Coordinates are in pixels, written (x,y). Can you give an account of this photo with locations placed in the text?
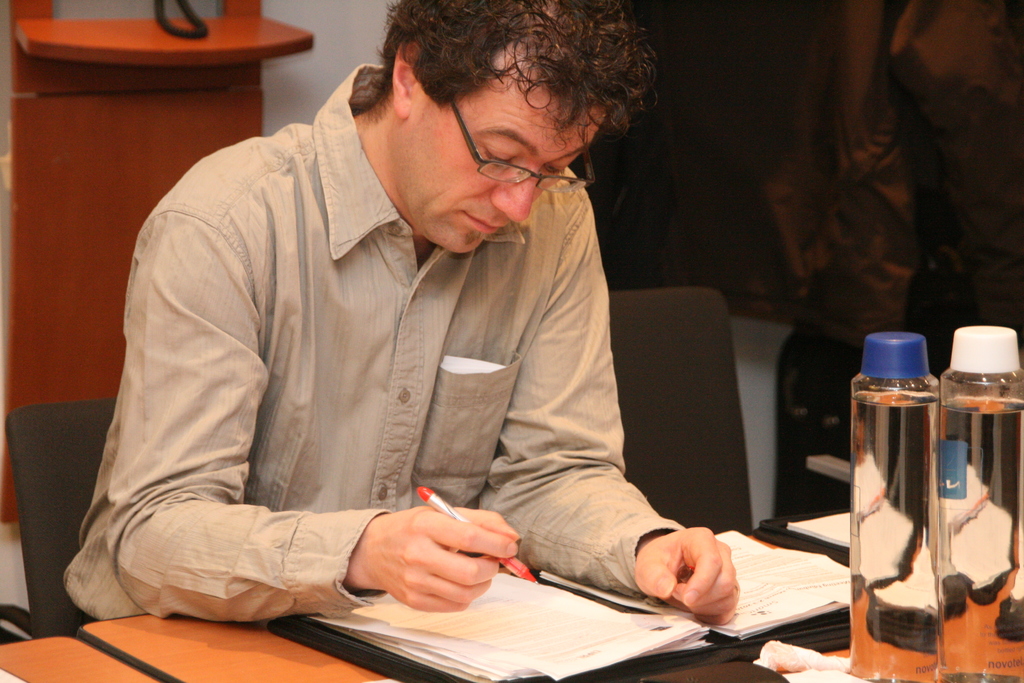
In this image there is a man (344,514) sitting on chair (99,406). He is holding a pen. In front of him there is table (170,645) on the table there are papers (570,656), bottles (872,429). In the right (922,282) there is a brown curtain (774,152). In the background (295,116) there is a wall (285,19).
